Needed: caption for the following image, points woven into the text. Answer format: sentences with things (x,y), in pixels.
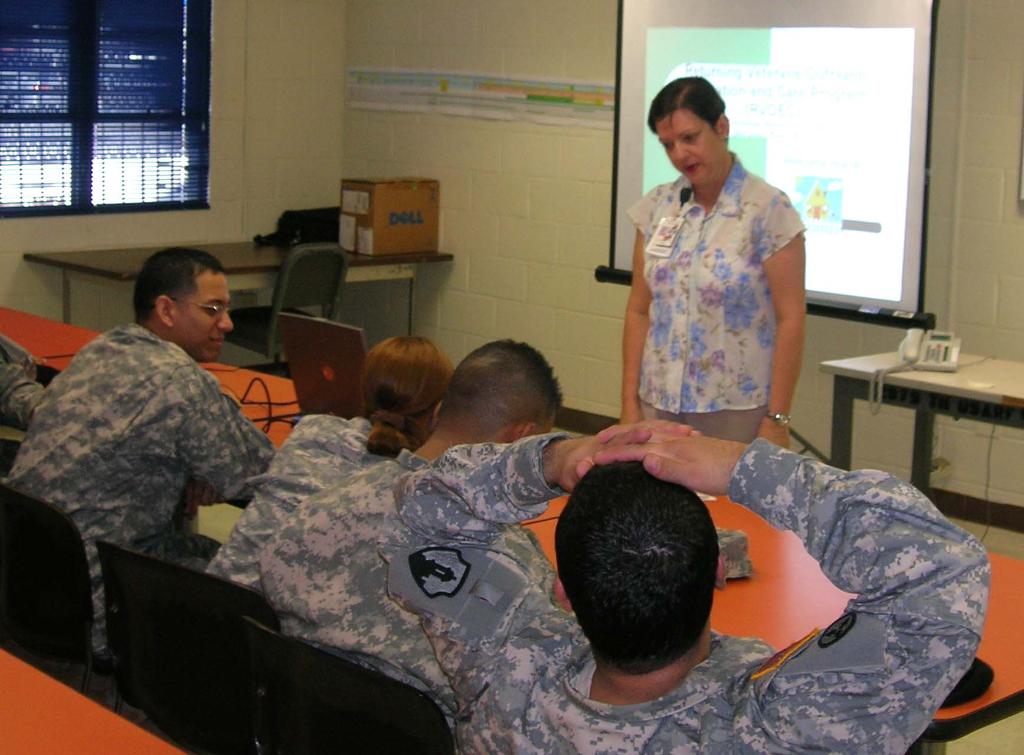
In this image we can see a group of people (510,379) sitting on the chairs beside a table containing a laptop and some wires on it. On the backside (354,268) we can see a woman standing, a window (204,180), chair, a table (238,246) containing a cardboard box (433,219) and a bag (315,233) on it and a telephone (878,378) placed on the table (889,384). We can also see a display screen (836,286) and some papers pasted on a wall (974,450).
